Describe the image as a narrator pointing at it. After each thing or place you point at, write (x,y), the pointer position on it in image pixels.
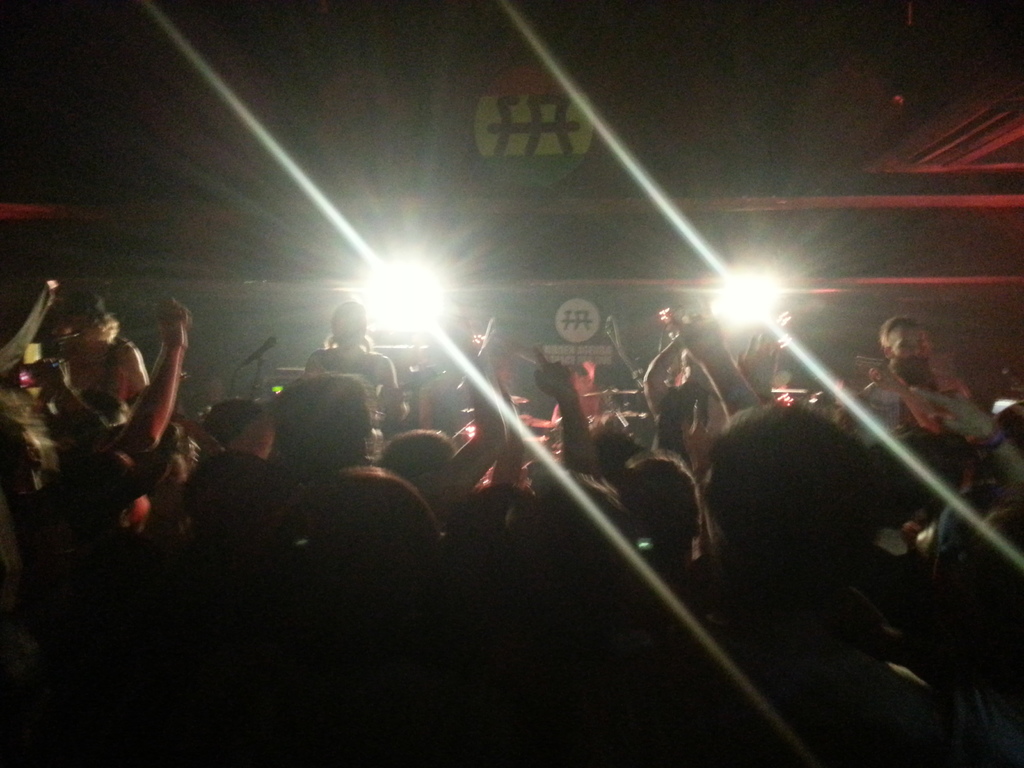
The image is dark. At the bottom (151,561) there are audience (146,507). In the background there are few persons (359,360) on the stage (367,350) performing by playing musical instruments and we can also see mike (254,356) with stand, lights (427,303), logos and poles (934,198).
